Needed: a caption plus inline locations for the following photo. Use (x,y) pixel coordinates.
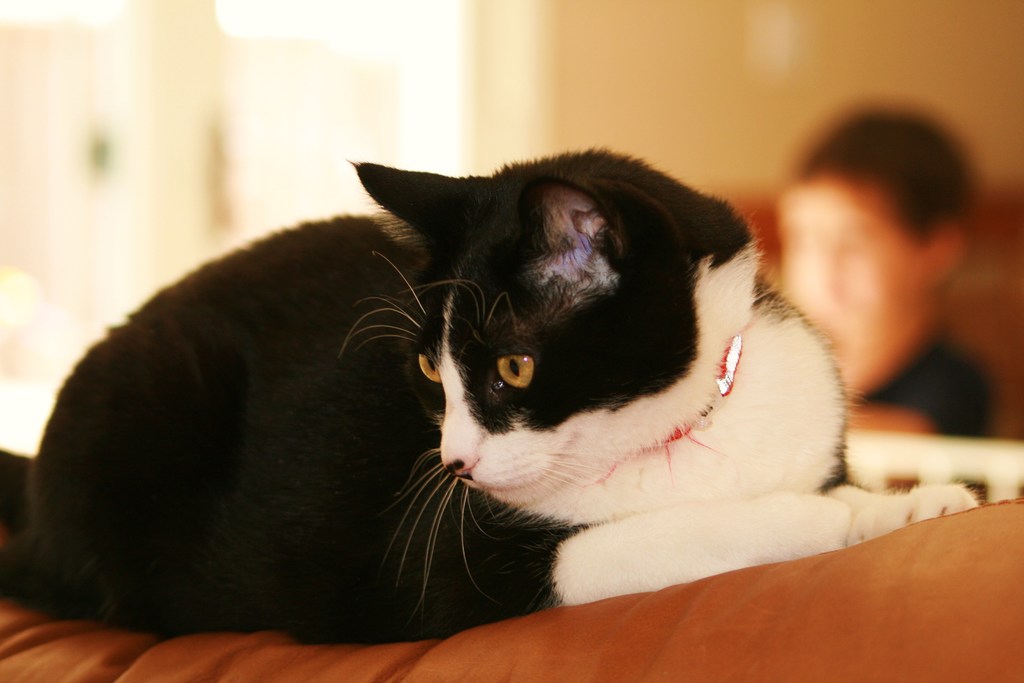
In this image we can see a cat (138,540). The background of the image (702,147) there is blur. We can see a person (819,164).
